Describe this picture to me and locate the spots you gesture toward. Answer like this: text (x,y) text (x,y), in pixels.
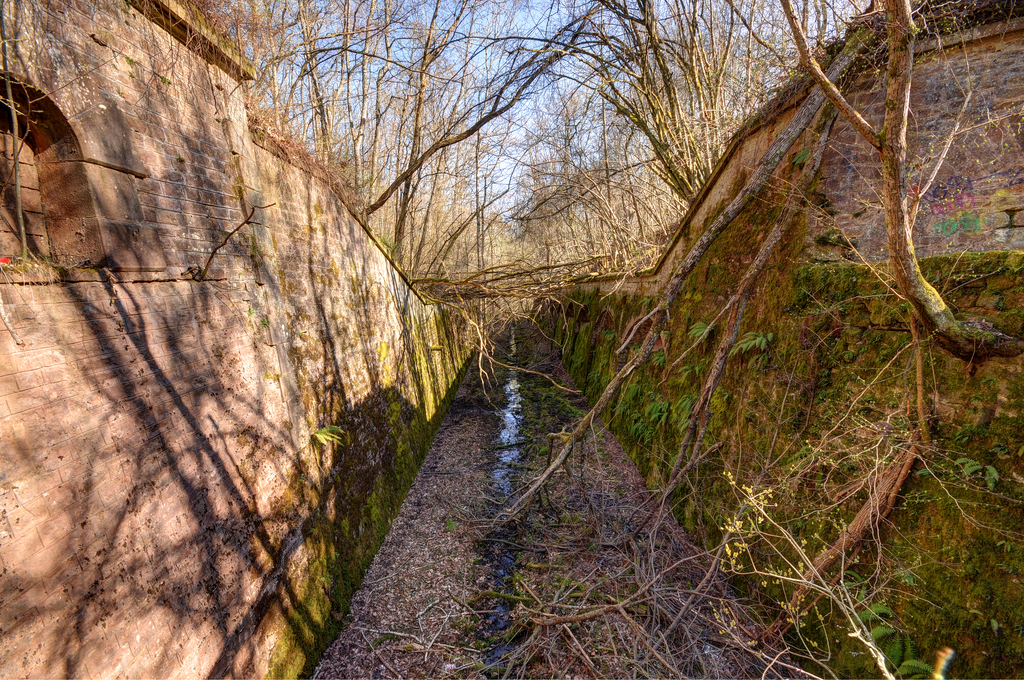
This picture is clicked outside. In the center (449,440) we can see the ground (434,450). On the right (870,156) and on the left (91,228) we can see the walls (638,286) and we can see the plants (755,486), dry stems (871,520). In the background (522,117) there is a sky (524,113).
